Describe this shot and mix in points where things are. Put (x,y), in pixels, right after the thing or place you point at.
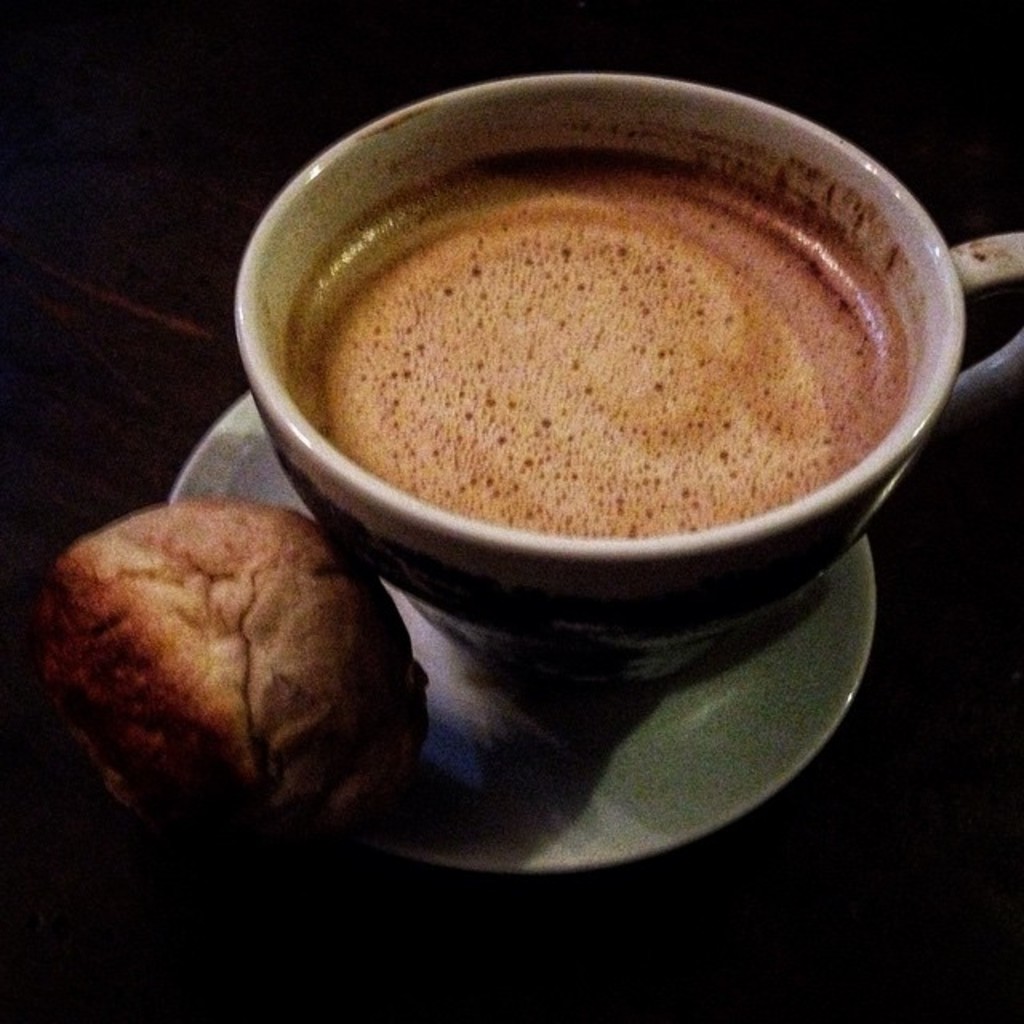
In this image there is one coffee cup (595,405) kept on one saucer (536,733) which is in white color, and there is one bun (300,660) at left side of this image (286,688).
